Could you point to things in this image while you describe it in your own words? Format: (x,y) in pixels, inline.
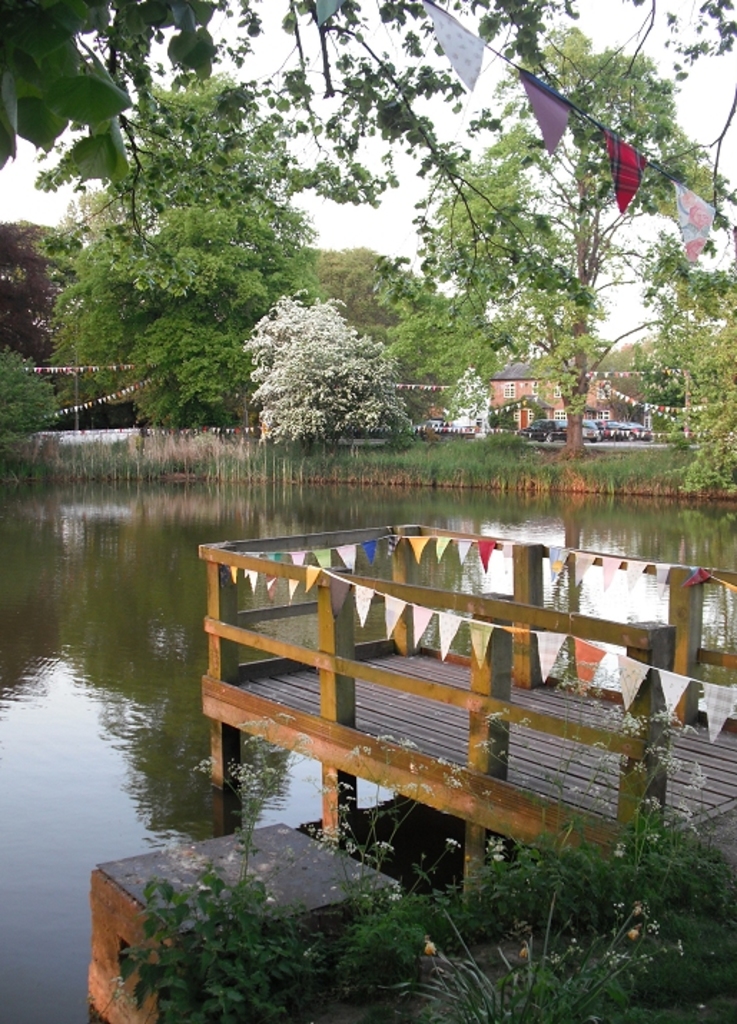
This picture might be taken from outside of the city. In this image, on the right side (718,855), we can see a bridge (729,798) and a grass (718,874), plants (398,927) with some flowers (611,954). In the background (523,405), we can see a building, trees (346,350), plants (349,383), flags (530,91). At the top (340,77), we can see a sky (315,60), at the bottom (90,766), we can see a water (366,511) in a lake (366,511).
